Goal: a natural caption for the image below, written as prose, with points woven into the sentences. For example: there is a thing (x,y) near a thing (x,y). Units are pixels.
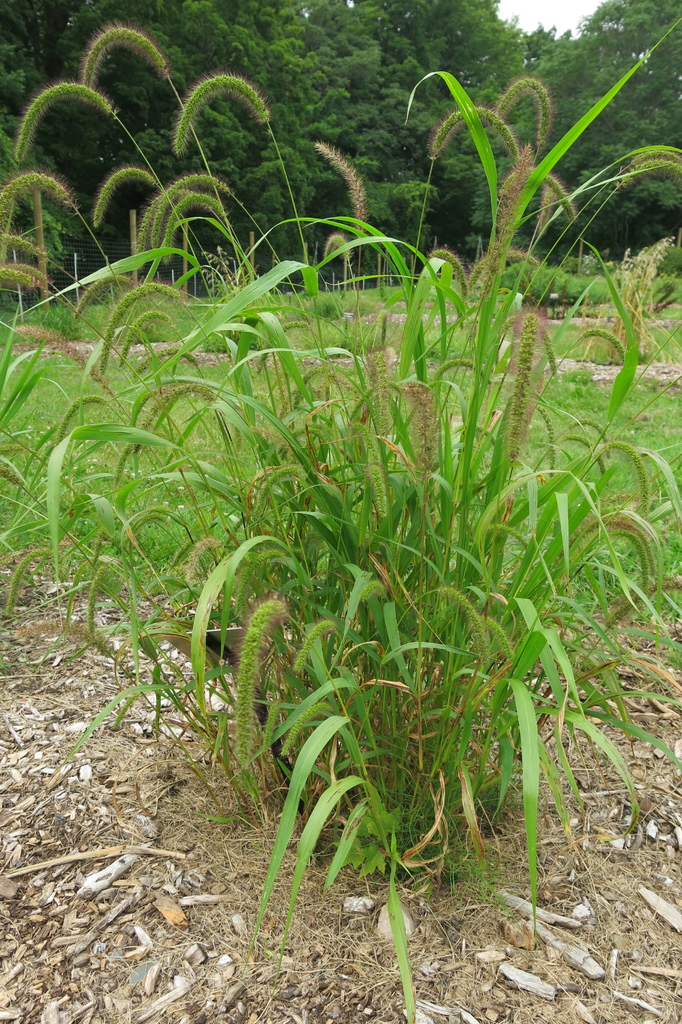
In this image I can see the plant (302,434) which is in green color. In the back (373,190) I can see many trees (375,164) and the white sky (519,10).
